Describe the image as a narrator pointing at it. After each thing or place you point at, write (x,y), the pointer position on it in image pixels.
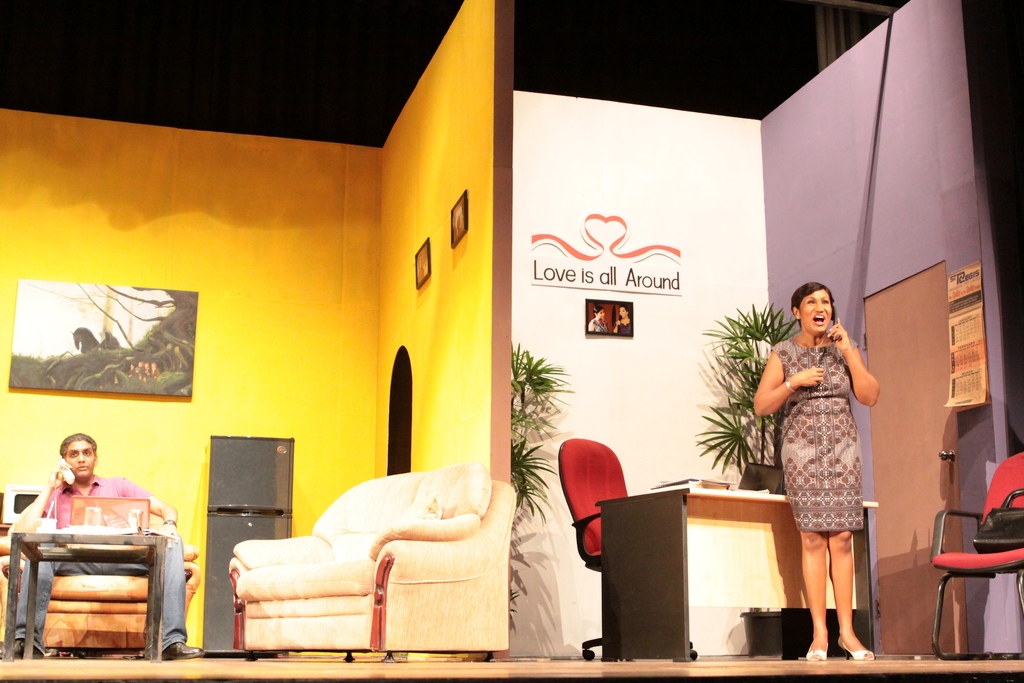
On the left (125,570) a man (125,570) is sitting on the chair (109,598) and talking on the phone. On the right a woman (849,426) is standing and talking on the phone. In the background (398,321) we can see 2 separate rooms (327,307), fridge (231,496), chairs (184,555), tables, frames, houseplants (728,459) and a door (885,620).
